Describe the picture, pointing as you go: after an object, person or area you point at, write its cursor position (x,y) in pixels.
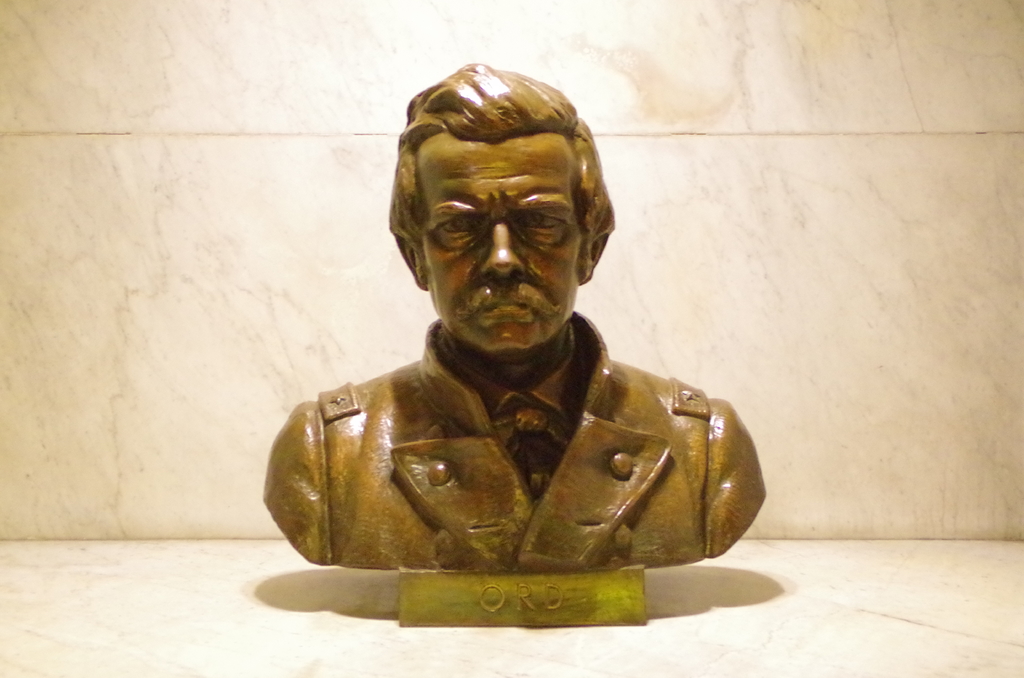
In this image I can see the person statue (579,413) in brown color. Background (877,349) is in white color.
